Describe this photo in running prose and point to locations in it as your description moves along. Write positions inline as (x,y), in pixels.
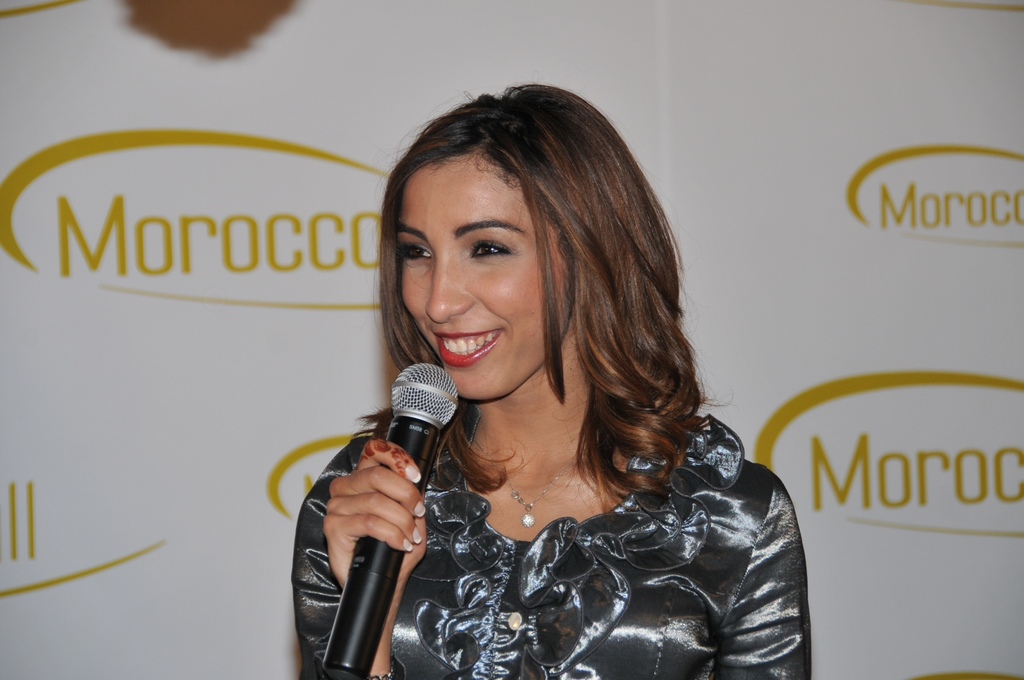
There Is a woman (504,241) standing in the middle of the image (492,415) and she is holding a microphone (356,549) and she is smiling, In the background (928,452) there is a white color wall (153,123) and on that wall (81,428) there is morocco is written.
